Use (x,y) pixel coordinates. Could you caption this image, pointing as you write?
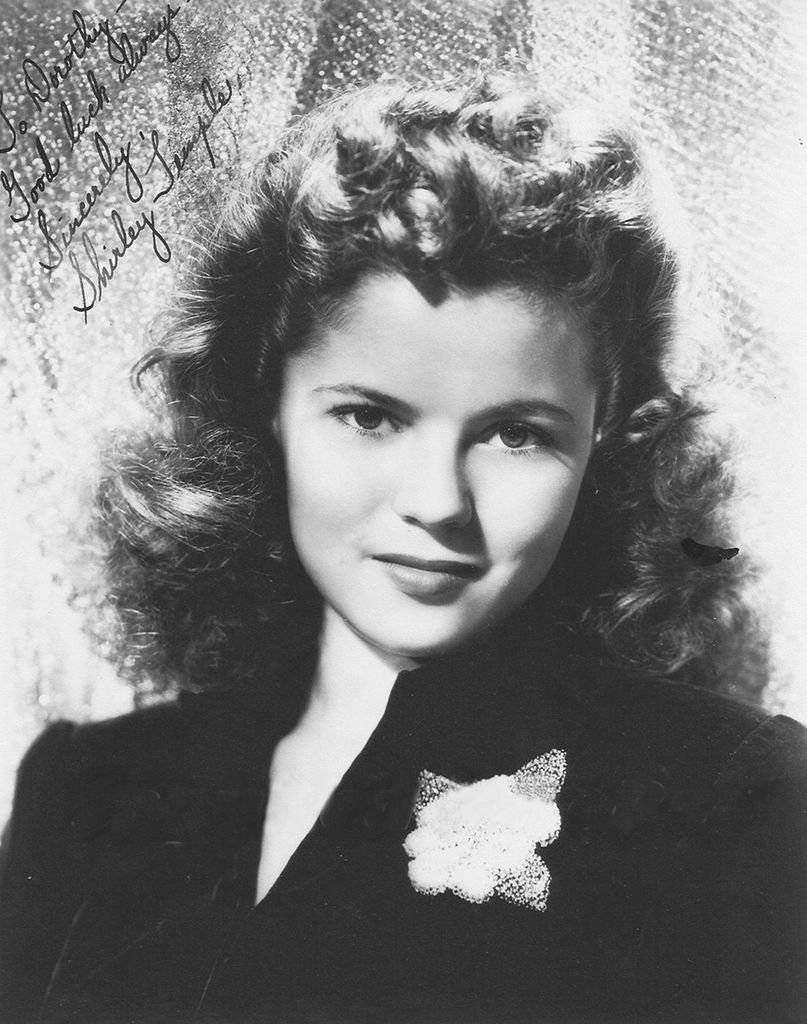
In this image I can see a woman (221,707) in the front (467,520) and on the top left corner of this image (168,194) I can see something is written. I can also see this image is black and white in colour.
